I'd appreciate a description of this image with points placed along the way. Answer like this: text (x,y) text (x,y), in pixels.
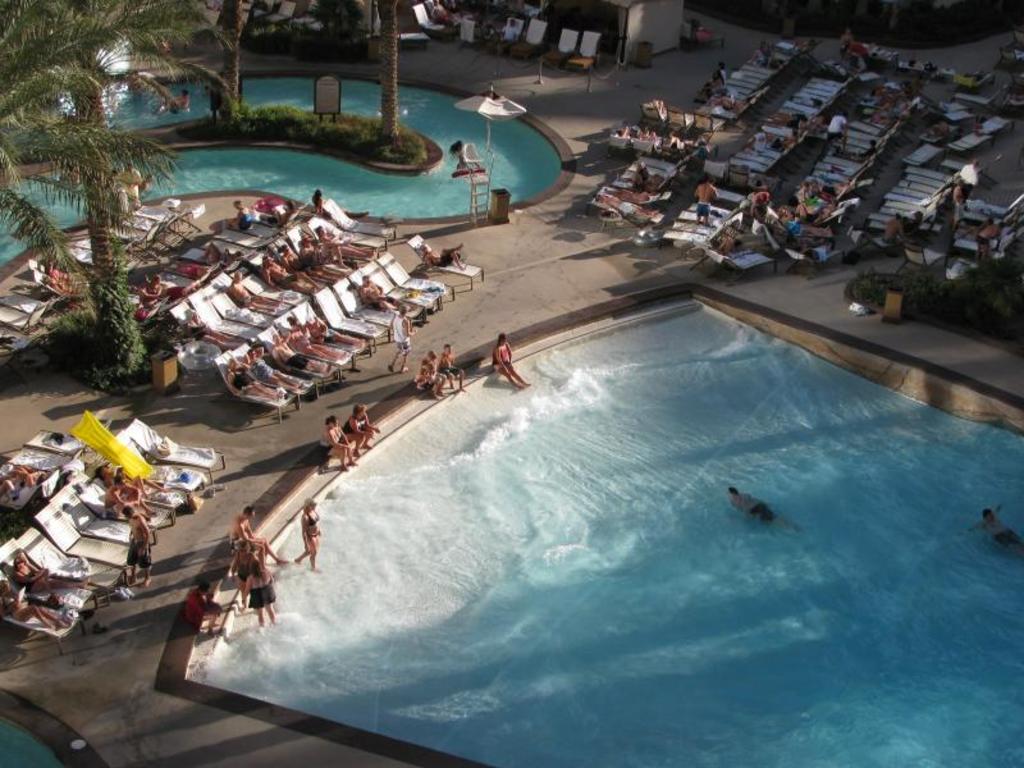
In this image there is a swimming pool (553,500) on the right side (763,532) in which there are few people (317,520) swimming in it. Beside the swimming pool (446,409) there are chairs (721,196) on which there are few people (725,71) sleeping on it. On the left side (323,165) there is another swimming pool (415,181) in which there are trees (237,126) in the garden (263,126) which is in the middle of the pool (462,182). On the left side (121,239) there is a tree (101,228), around which there are chairs (127,236).
